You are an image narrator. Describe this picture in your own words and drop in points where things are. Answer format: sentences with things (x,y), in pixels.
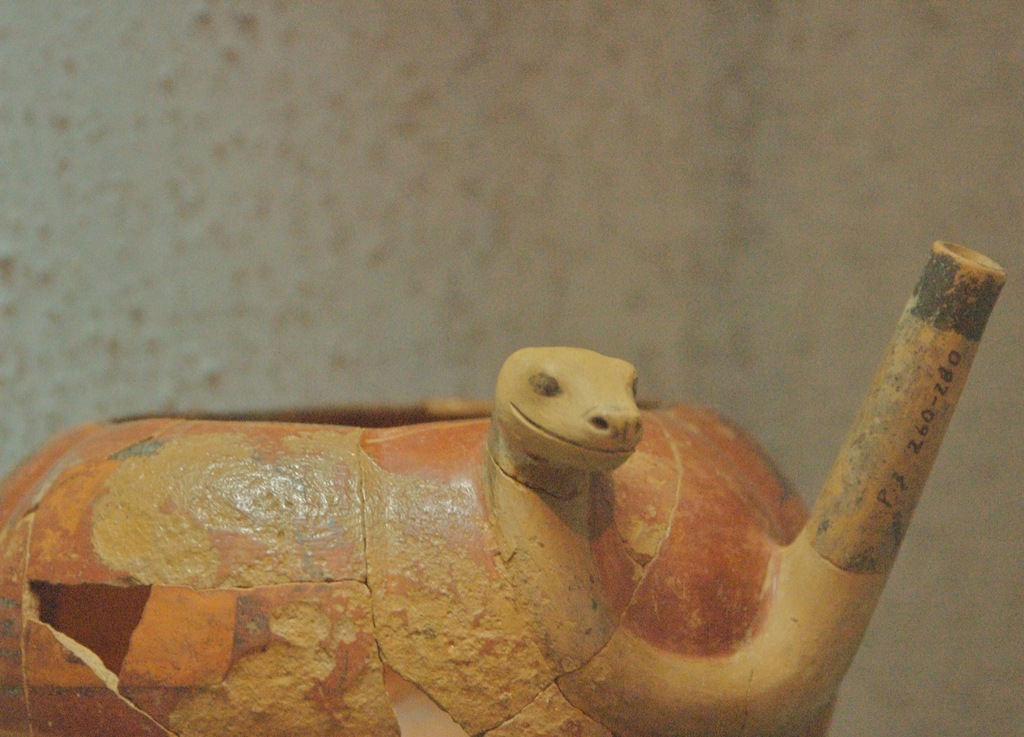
In this image I can see an object (365,612) which is in yellow and an orange color. I can see the blurred background (593,153).
